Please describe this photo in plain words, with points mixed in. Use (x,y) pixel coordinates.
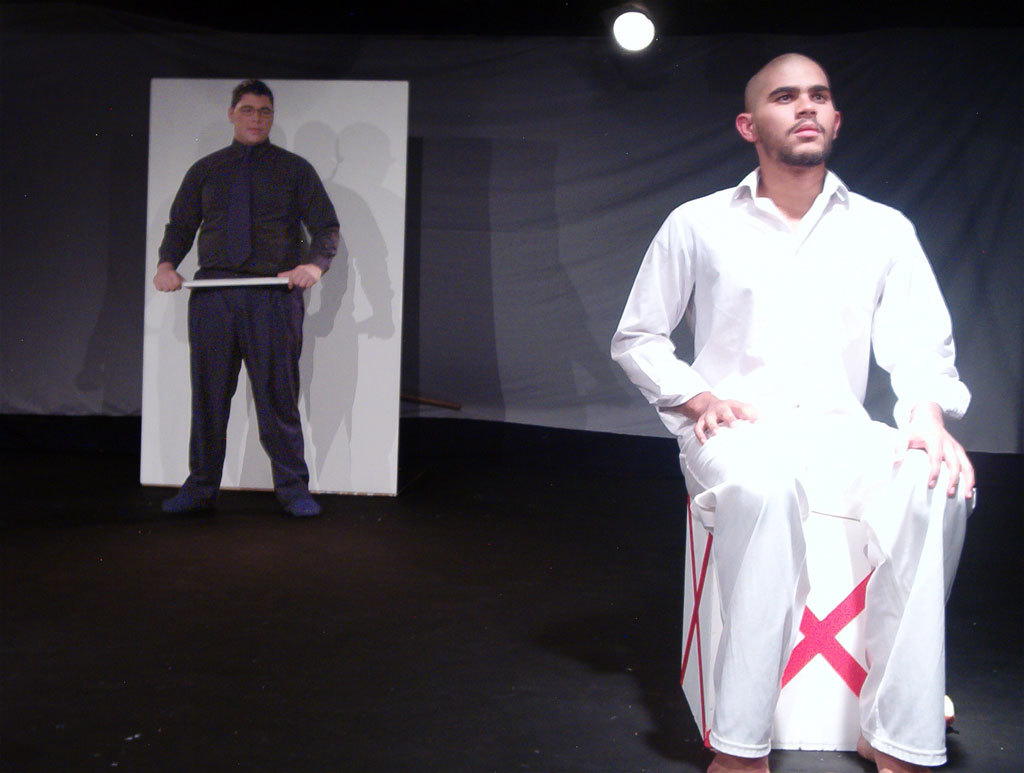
There is one man (732,444) wearing a white color dress (763,445) and sitting on an object (808,534) is on the right side of this image (810,490). There is one person (264,357) standing and holding an object (223,284) is on the left side of this image (244,340), we can see a white color board (352,244) behind him. There is a wall (493,216) in the background (675,91). We can see a light (639,45) at the top of this image (619,31).
